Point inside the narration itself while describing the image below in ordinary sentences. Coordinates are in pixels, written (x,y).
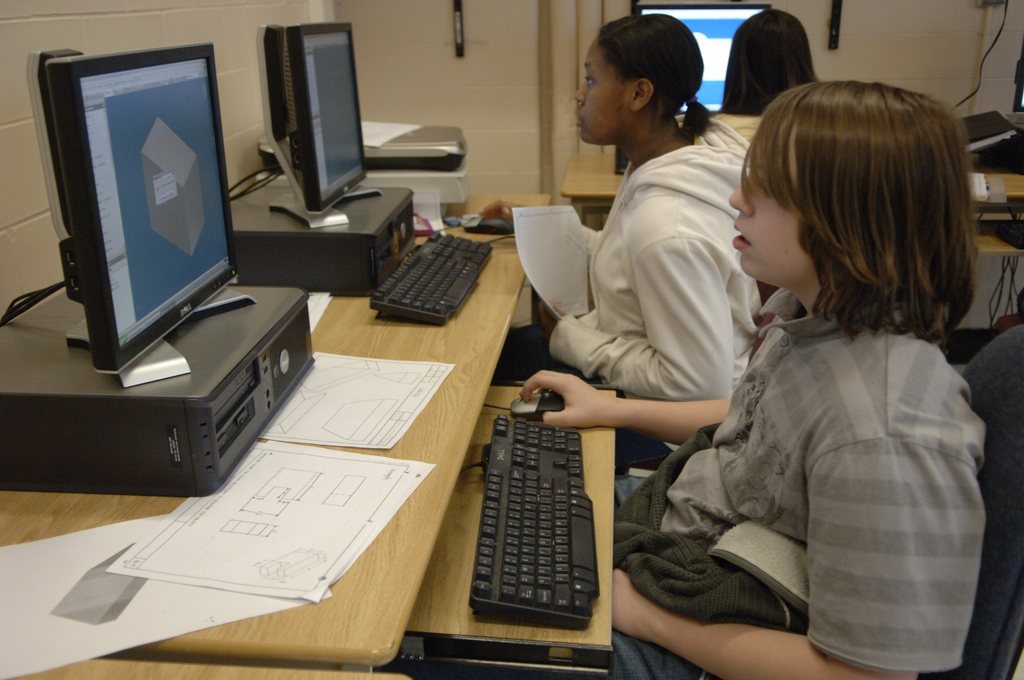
In this image we can see some people (576,343) sitting on the chairs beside the tables (478,374) containing the monitors (155,302), keyboards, papers (354,404), mouse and some devices (311,363) on it. We can also see a woman (631,361) holding some papers (575,308).
